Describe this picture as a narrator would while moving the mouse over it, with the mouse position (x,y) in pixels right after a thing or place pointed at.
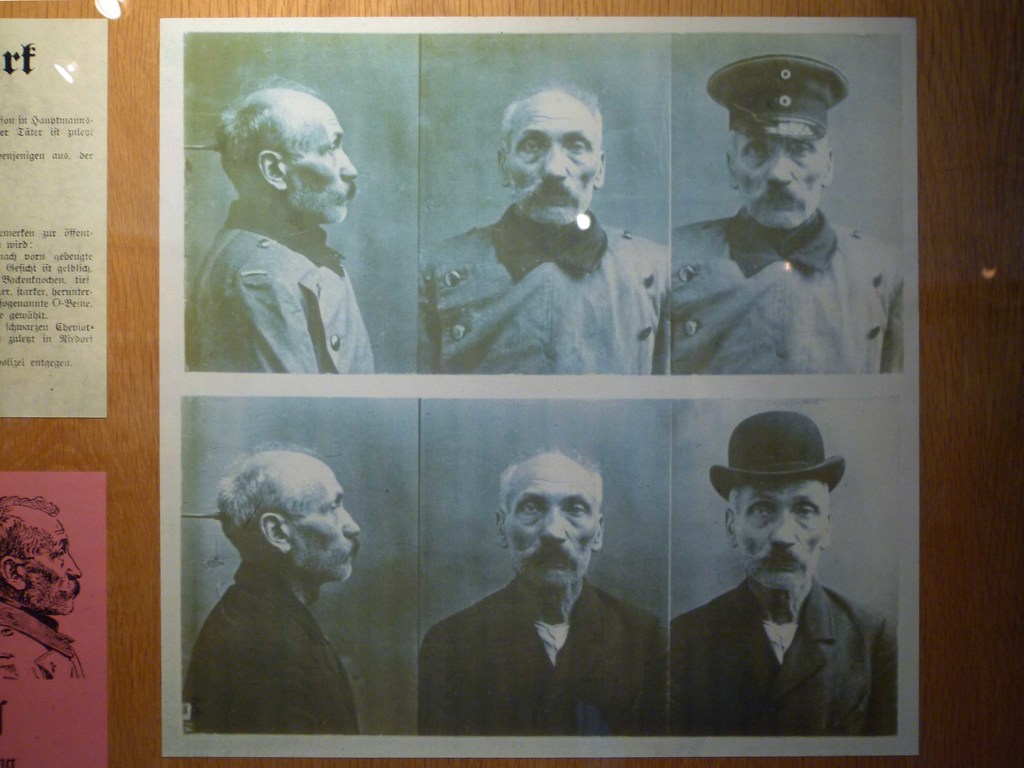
This image is taken indoors. In this image there is a wall (982,477) with a few posters (242,644) on it and there is a text (43,258) and a few images (238,613) on the poster (629,124).
